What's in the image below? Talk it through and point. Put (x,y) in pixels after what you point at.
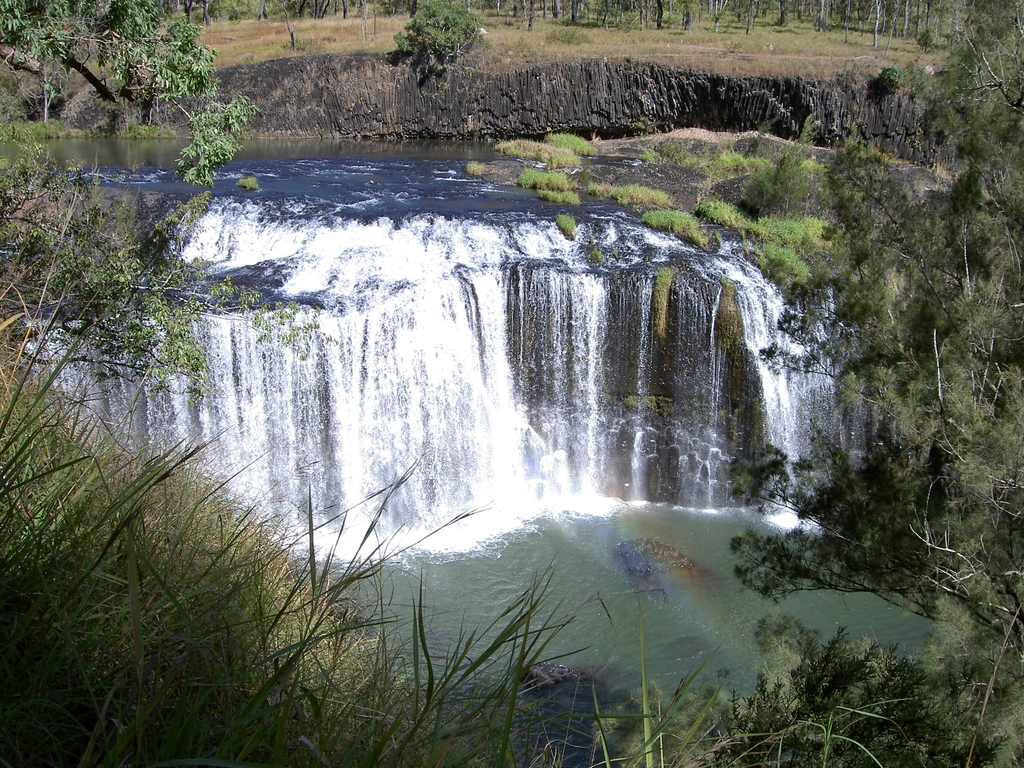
Here we can see grass (501,739) and on the left (73,216) and right side (876,334) we can see trees (176,63). In the background (449,364) there is a water fall (376,276) and water (573,608) and we can also see trees (864,14) and grass (770,44) on the ground (765,54).
